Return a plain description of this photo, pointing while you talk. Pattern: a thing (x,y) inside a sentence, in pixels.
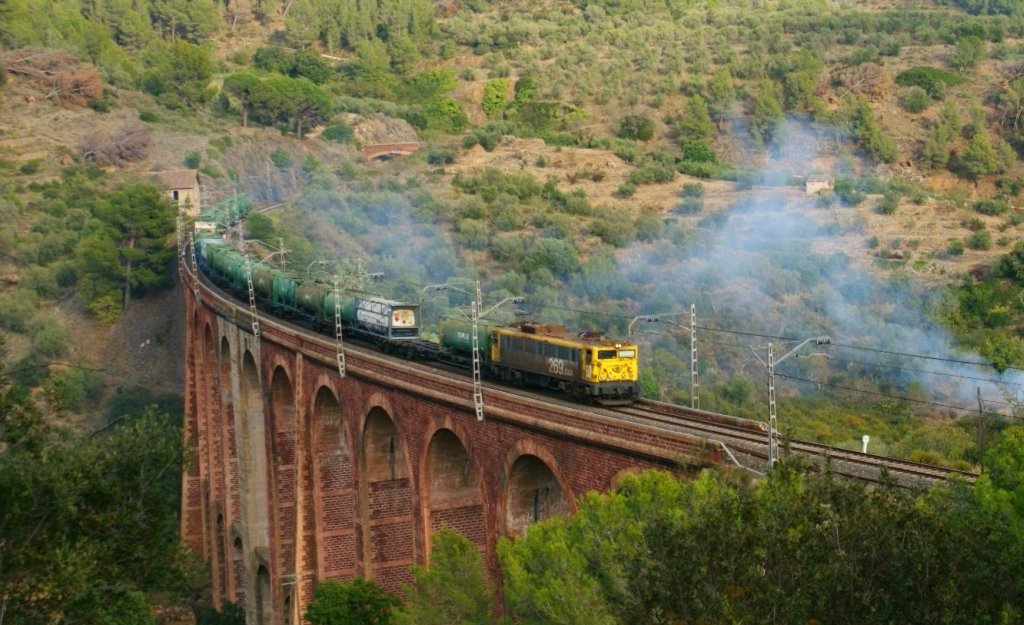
In this image we can see a locomotive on the railway track (657,419) constructed over the bridge (335,389), hills (350,193), trees (157,286) and bushes (553,263).
